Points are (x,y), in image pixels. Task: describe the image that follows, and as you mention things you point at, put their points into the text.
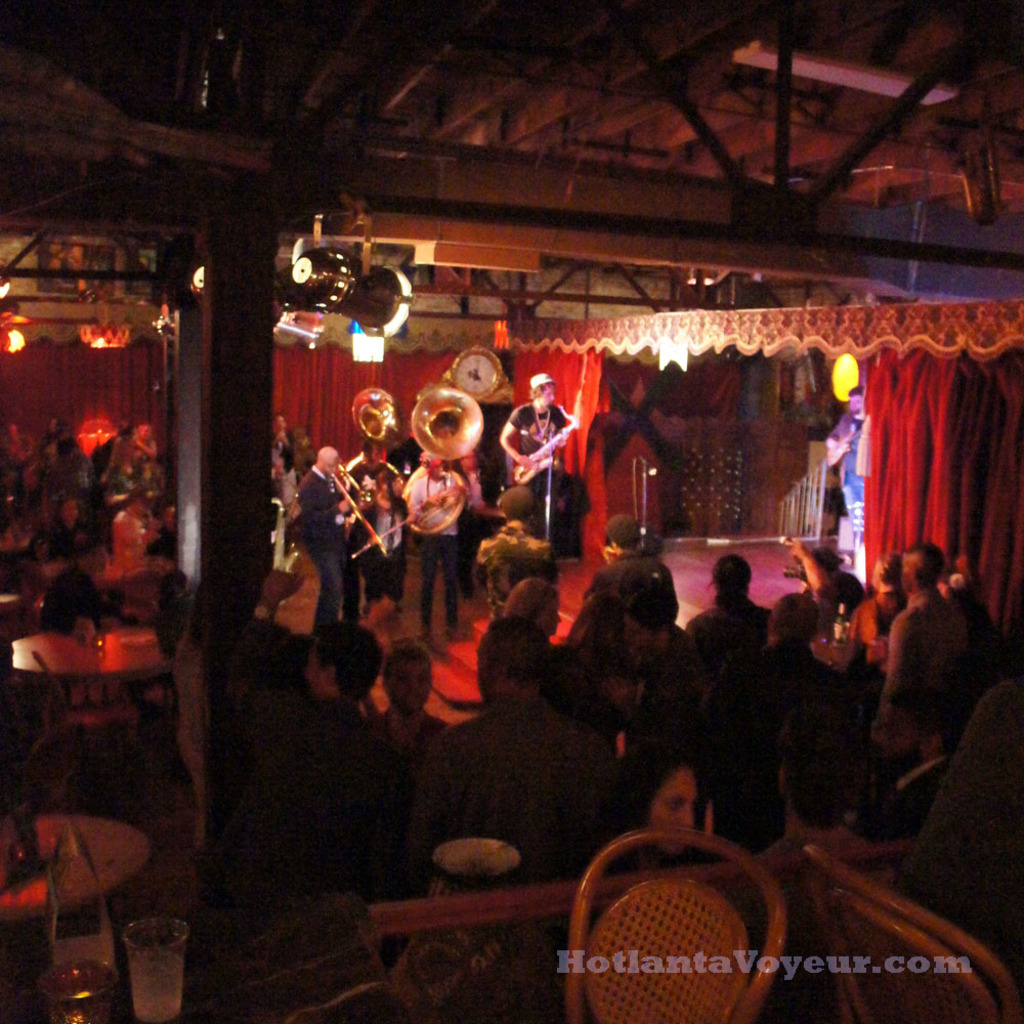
In this image we can see there are so many people (539,850) standing and sitting in room (492,607), where some people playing musical instruments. Also there is a stage (818,313) behind them and lights (374,345) on the roof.
